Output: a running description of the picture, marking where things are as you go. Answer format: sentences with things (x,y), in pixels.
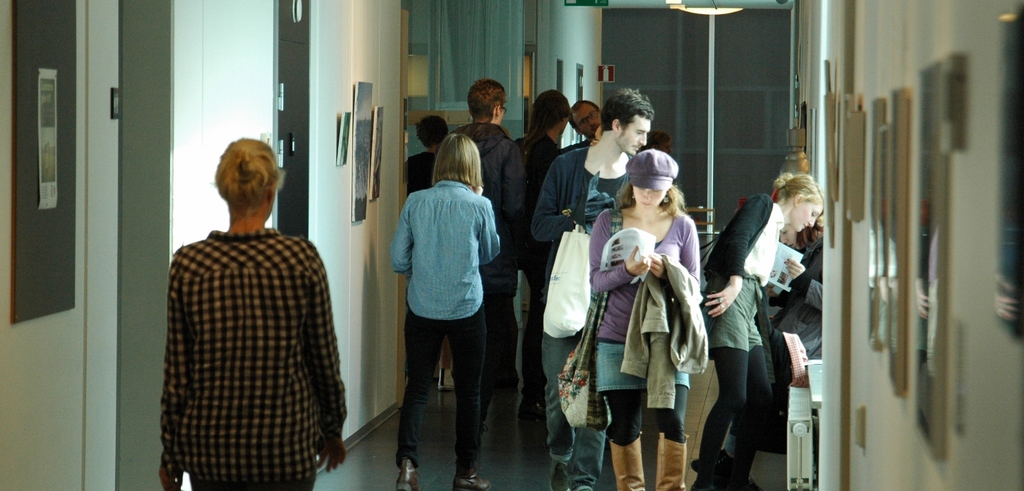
In this image there are group of people (445,189) standing, there are frames (938,253) attached to the wall (822,171), light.
